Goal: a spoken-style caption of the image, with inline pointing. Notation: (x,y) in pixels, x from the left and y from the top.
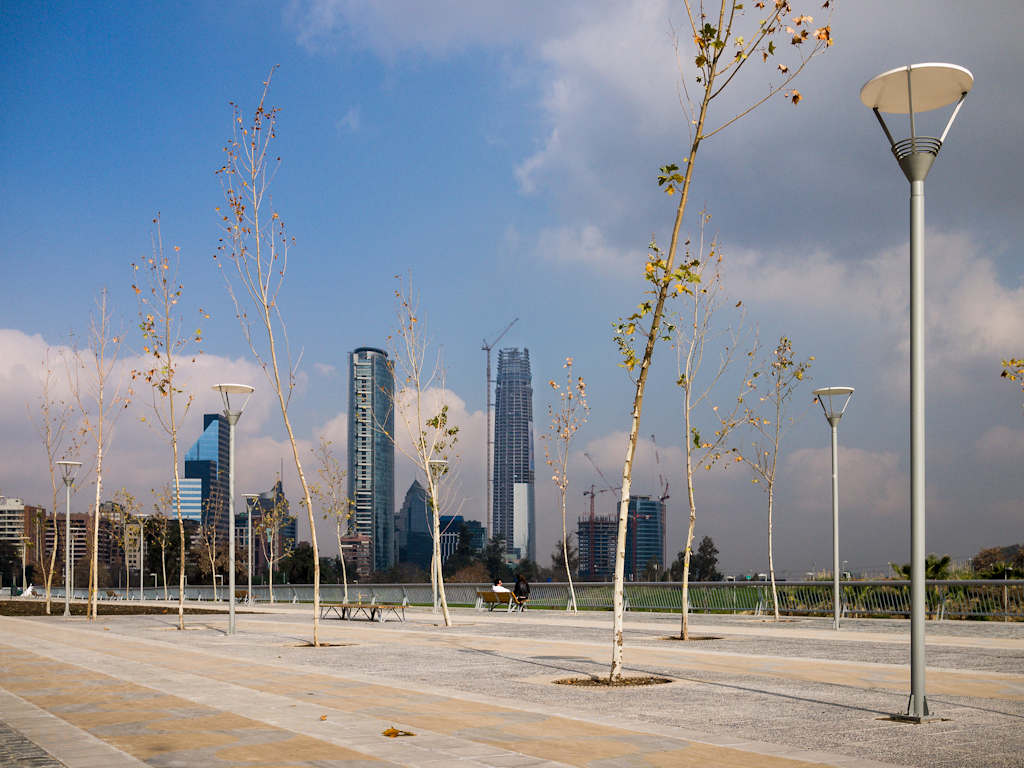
In the given picture we can see many big buildings (379,481), cloudy sky (412,117), plants (212,565), some of benches (497,594) and persons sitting on them, light pole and a street (197,711).
